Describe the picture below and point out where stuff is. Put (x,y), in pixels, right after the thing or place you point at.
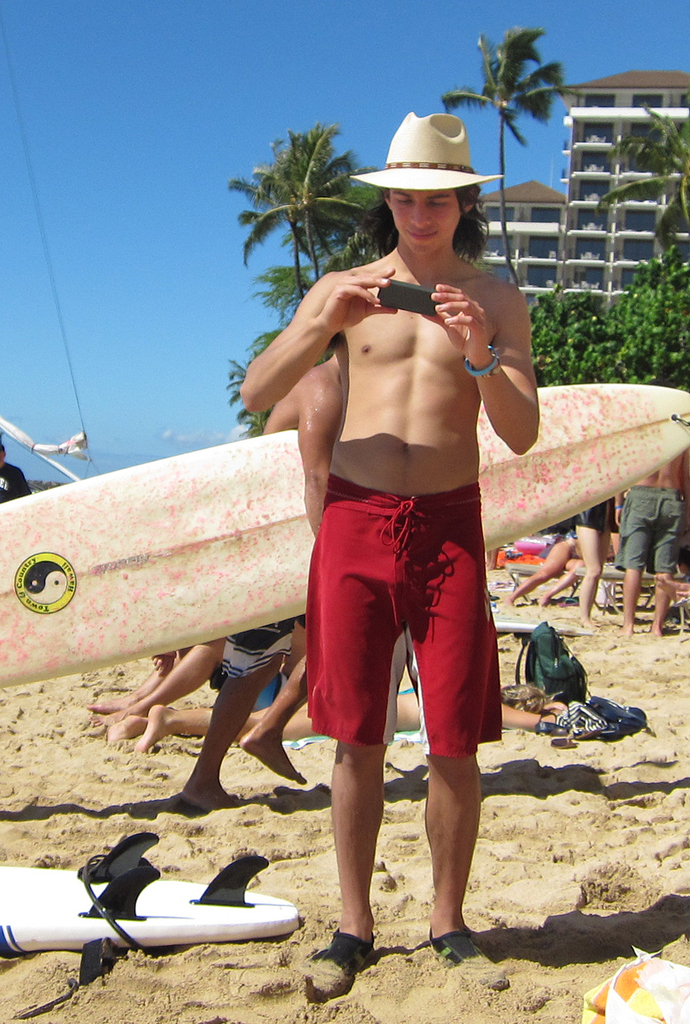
This picture is clicked outside. In the center (426,369) we can see a man (375,289) holding an object (414,306) and standing on the sand (590,852) and there are some objects (226,892) placed on the ground (4,770) and we can see a person (311,403) holding a surfboard (162,603) and seems to be running. In the background (607,522) we can see the group of persons (522,685) and we can see the sky (158,176), trees (654,261), buildings (524,227) and some other objects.
